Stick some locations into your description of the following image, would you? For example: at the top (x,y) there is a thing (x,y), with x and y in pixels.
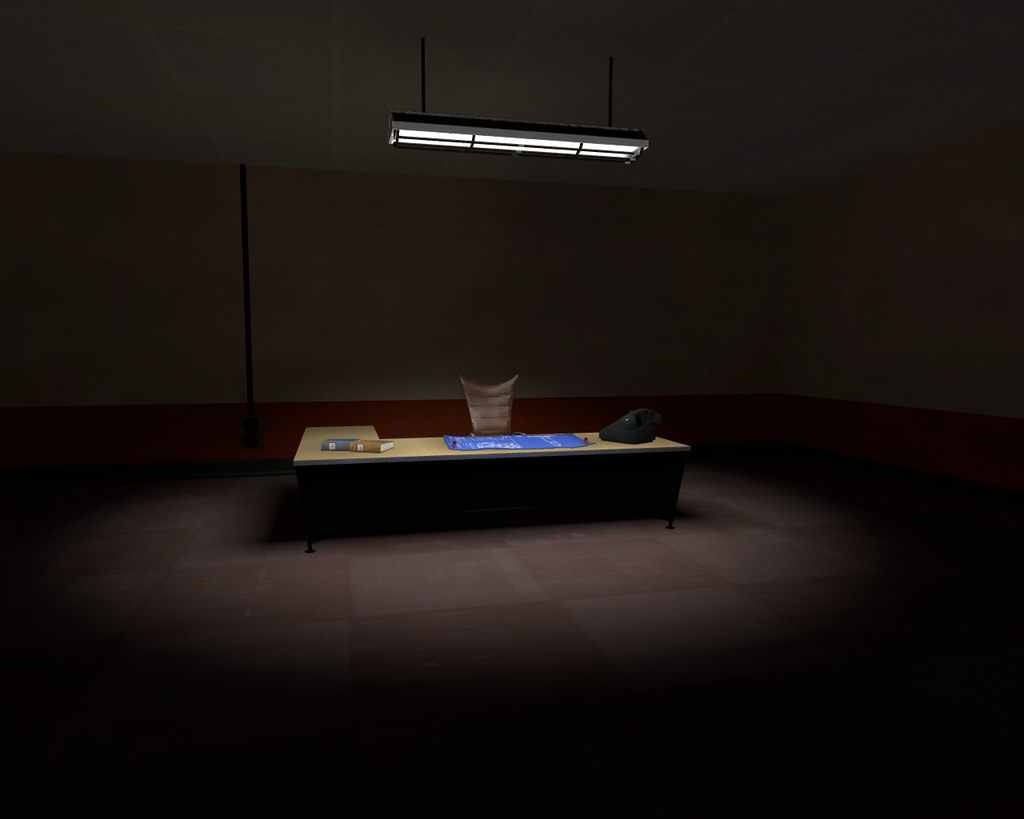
In foreground (65,702) image we can see floor (854,742) in dark. In the middle of the image (483,400) we can see a table (545,484), chair (499,420), a book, telephone (653,417), poster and a pole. On the top of the image (610,91) we can see a light (425,142).
